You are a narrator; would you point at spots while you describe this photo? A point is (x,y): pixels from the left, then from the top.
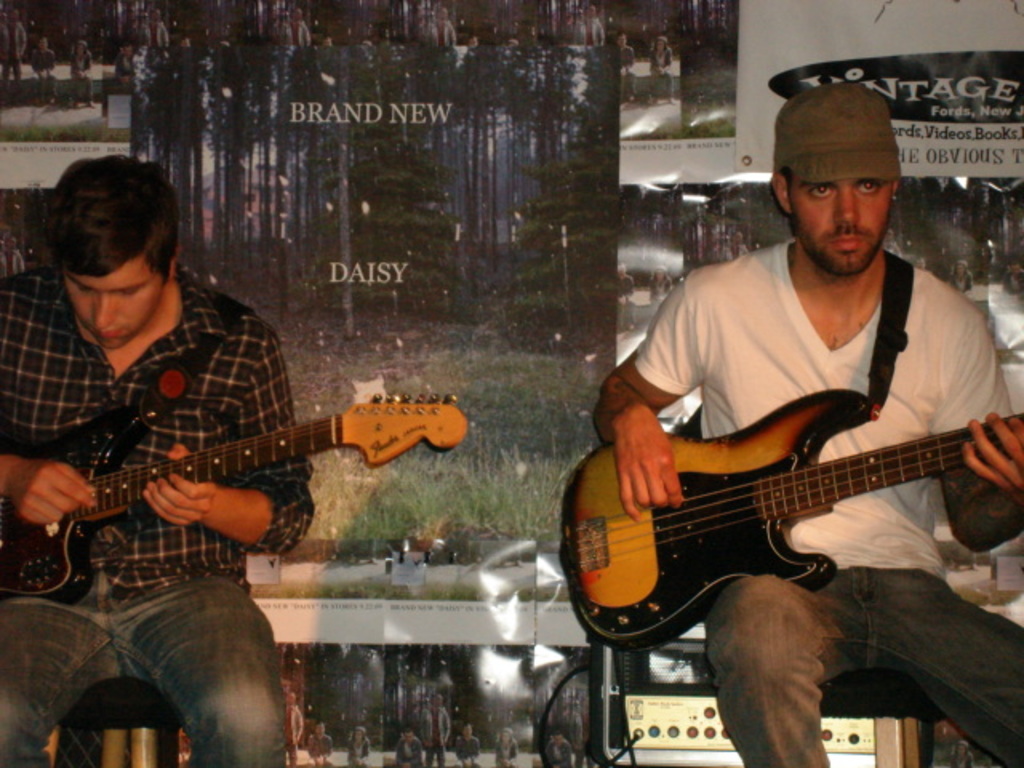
In the image we can see there are two men (857,598) who are sitting and holding guitar (37,452) in their hand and the man (795,307) is wearing cap (832,127) and behind there are banners (579,99) which are kept on the wall (446,158).
